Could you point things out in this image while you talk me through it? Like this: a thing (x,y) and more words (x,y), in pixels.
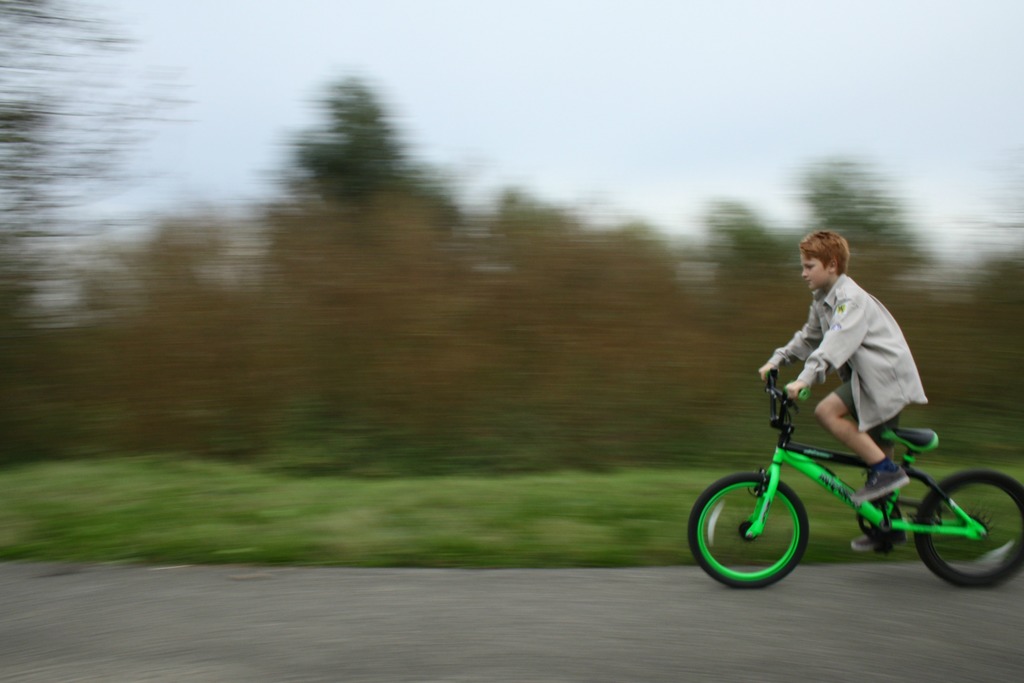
In the picture we can find a boy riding a bicycle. In the background (300,293) we can find some trees (610,274), plants (235,314) and grass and sky (681,167).
